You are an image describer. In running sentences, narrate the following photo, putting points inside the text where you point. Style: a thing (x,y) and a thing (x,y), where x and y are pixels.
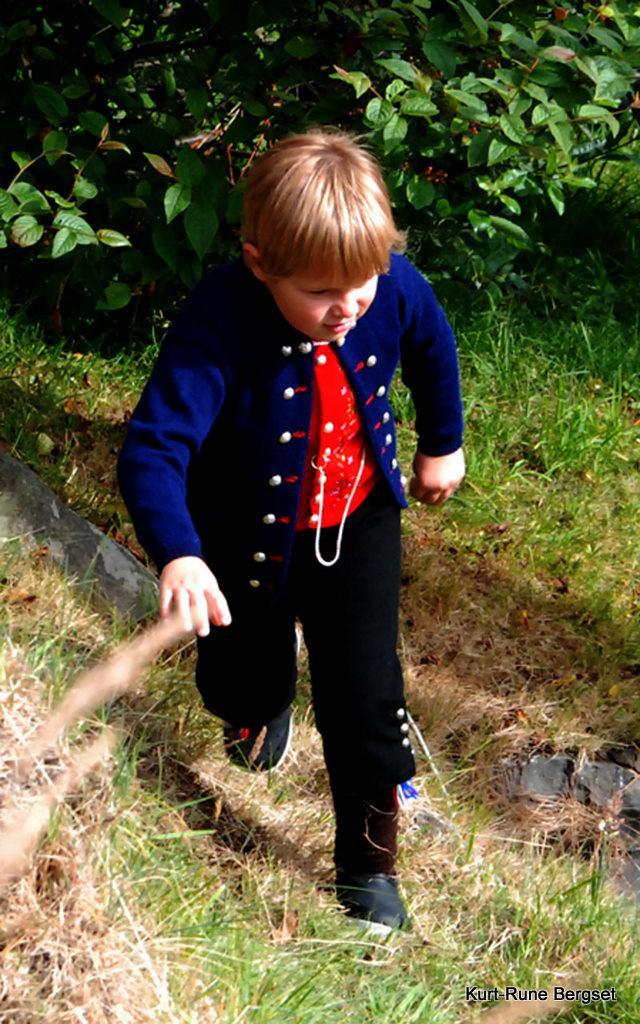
In this picture we can see a boy (239,754) walking on the path (206,816). Some grass (473,858) is visible on the ground (490,426). We can see few plants (106,192) in the background (132,201).
